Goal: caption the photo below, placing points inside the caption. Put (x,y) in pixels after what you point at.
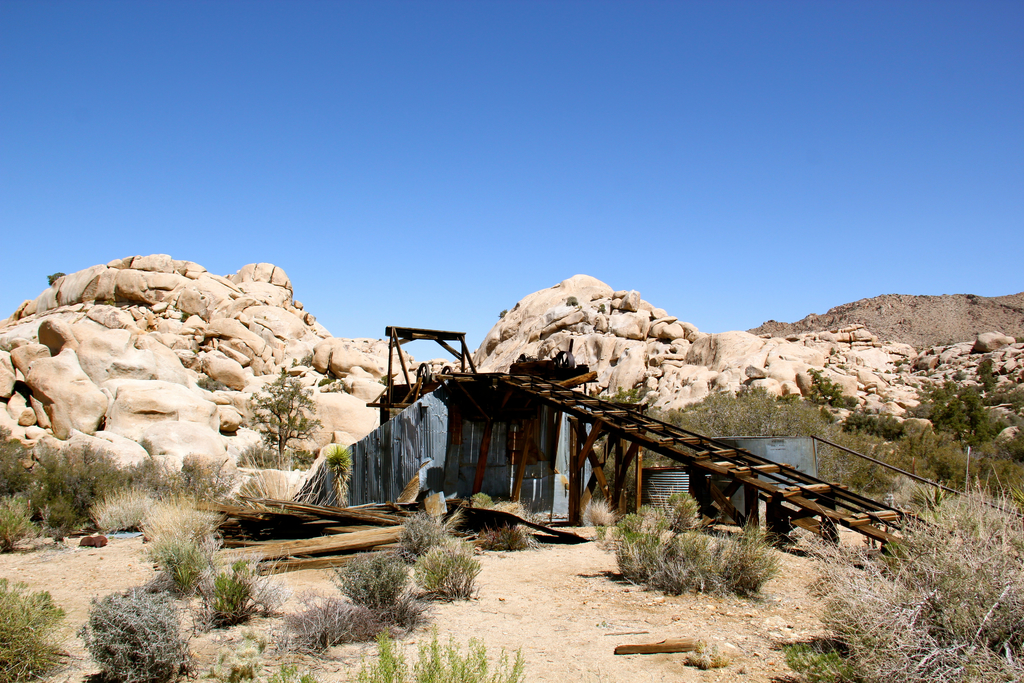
In this image there is a wooden bridge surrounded with plants (75,465) behind that there are some rock mountains (890,306).
